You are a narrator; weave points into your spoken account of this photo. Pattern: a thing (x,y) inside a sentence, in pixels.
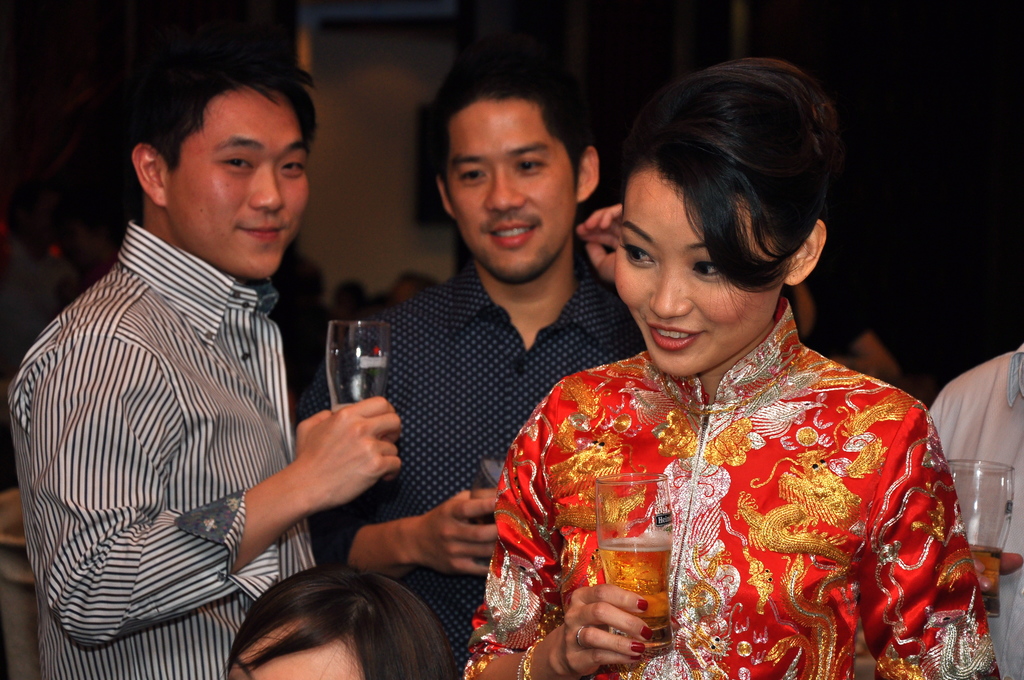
In this image there are group of people (597,403) who are holding the glasses (628,578). In the glass (611,571) there is some drink (609,580). In the background (368,295) there are few other people (307,310) who are sitting in the chairs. On the left side (338,109) there is a wall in the background (845,48).
